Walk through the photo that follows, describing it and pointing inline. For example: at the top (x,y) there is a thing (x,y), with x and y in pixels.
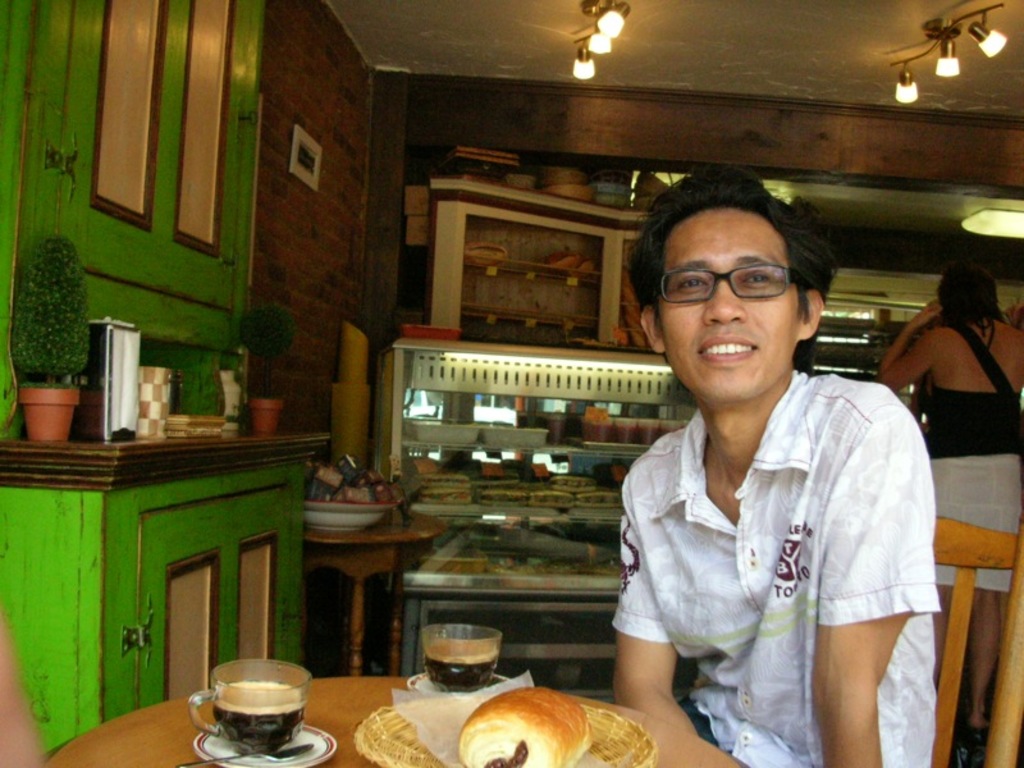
There is a table (164,726) on that there is food item (500,749) and a cups (286,720) of coffee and a man (855,742) sitting on the chair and in the background (969,413) there is a women (963,420) standing and there is desk (183,454) on that some containers (151,399) are kept.
